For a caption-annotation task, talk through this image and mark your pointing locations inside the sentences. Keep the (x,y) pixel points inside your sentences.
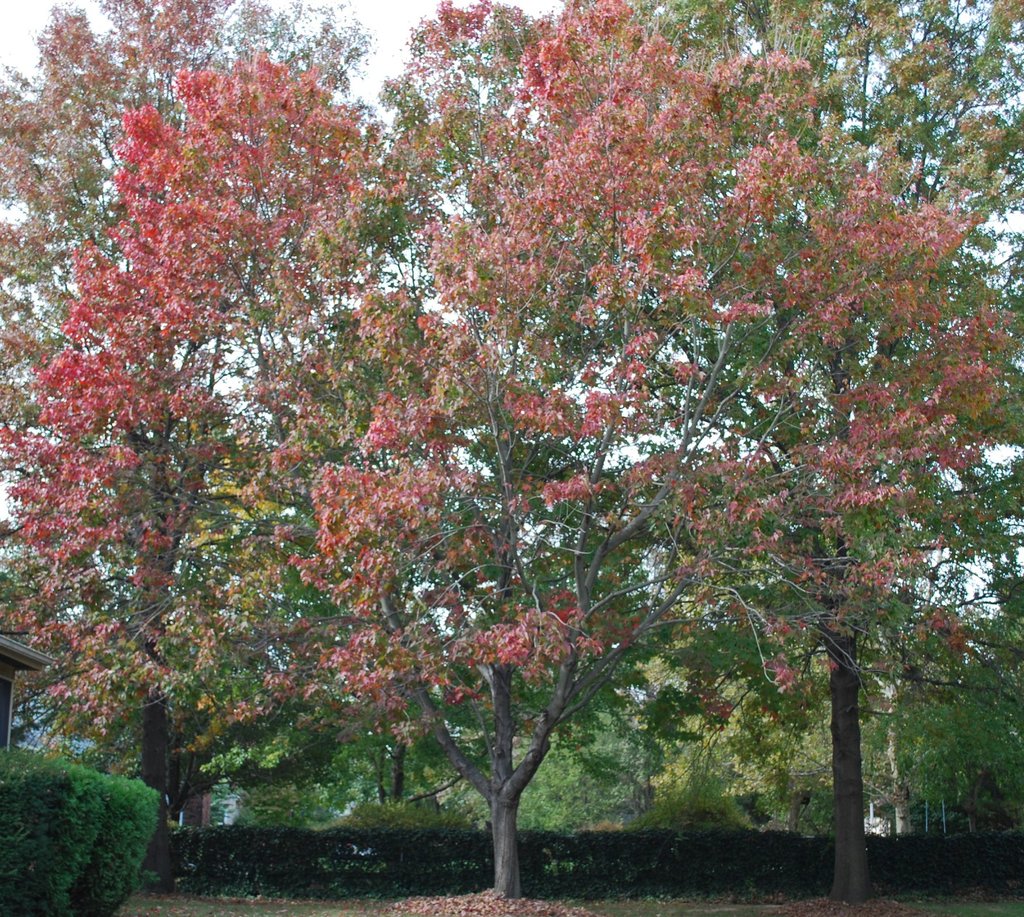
Here in this picture we can see number of trees (351,583) and plants (285,743) and bushes (269,820) present over there and we can see red leaves (212,315) present on the trees (323,457) over there.
